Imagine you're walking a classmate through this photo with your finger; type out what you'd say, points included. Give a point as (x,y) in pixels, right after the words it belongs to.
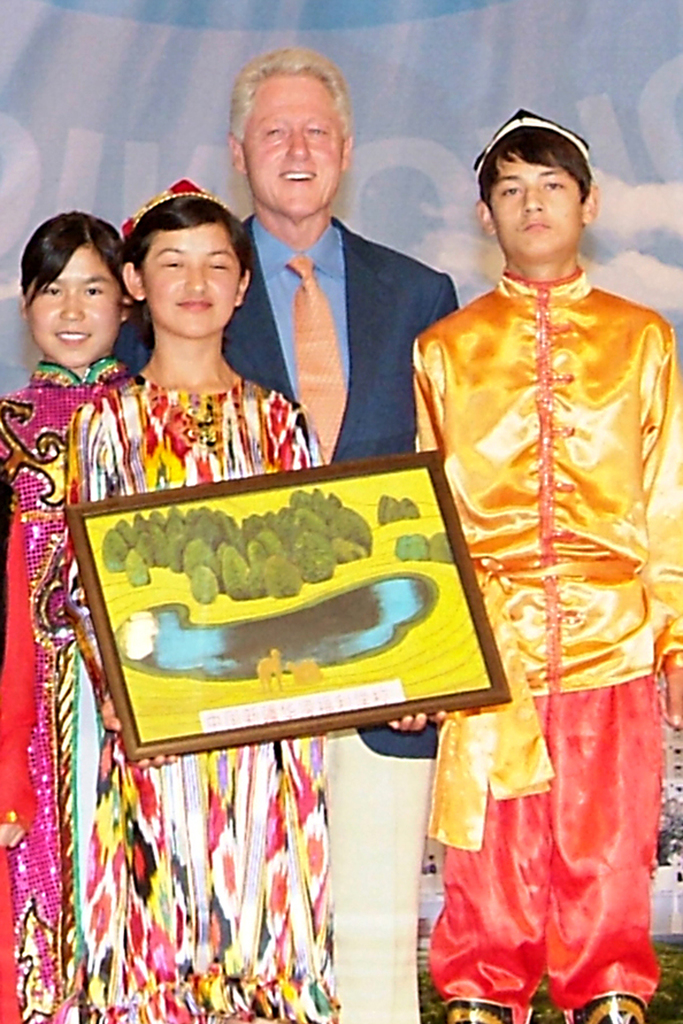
In this image we can see persons (446,403) standing on the ground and one of them is holding a photo frame (287,656) in the hands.
